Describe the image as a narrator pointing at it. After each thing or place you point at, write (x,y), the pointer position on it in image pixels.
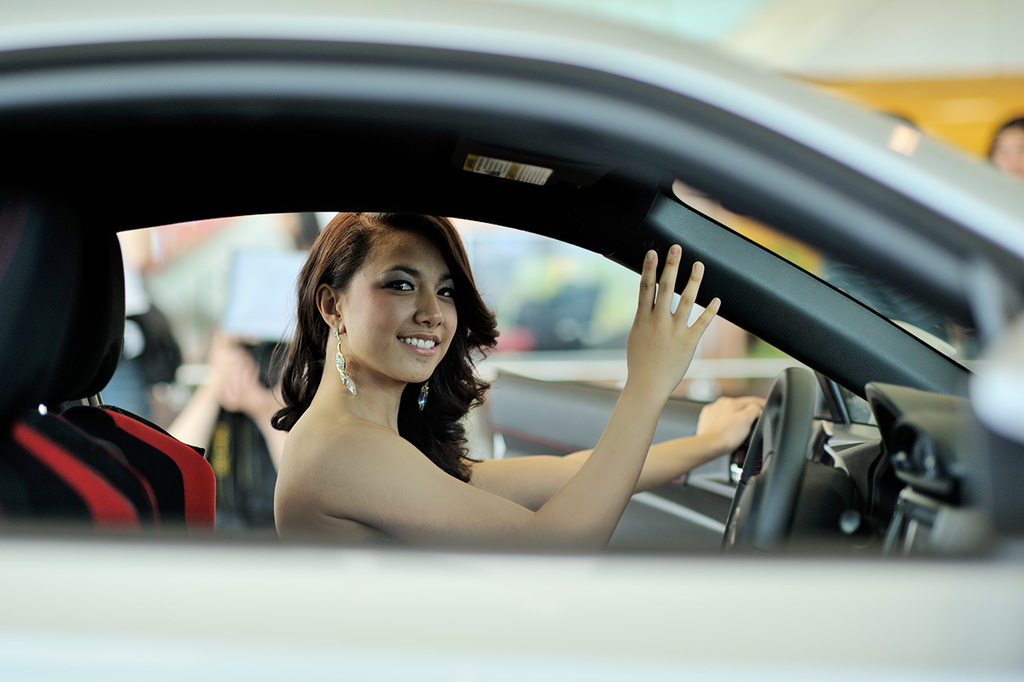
In this image, we can see women (423,411) is inside the car (734,506). She is smiling. Here we can see steering (759,472). On left side (87,488), there is a seat (81,376). Back Side, we can see few peoples (998,152) are standing here. Here we can see cream and white color. There is a door (535,409) here.
